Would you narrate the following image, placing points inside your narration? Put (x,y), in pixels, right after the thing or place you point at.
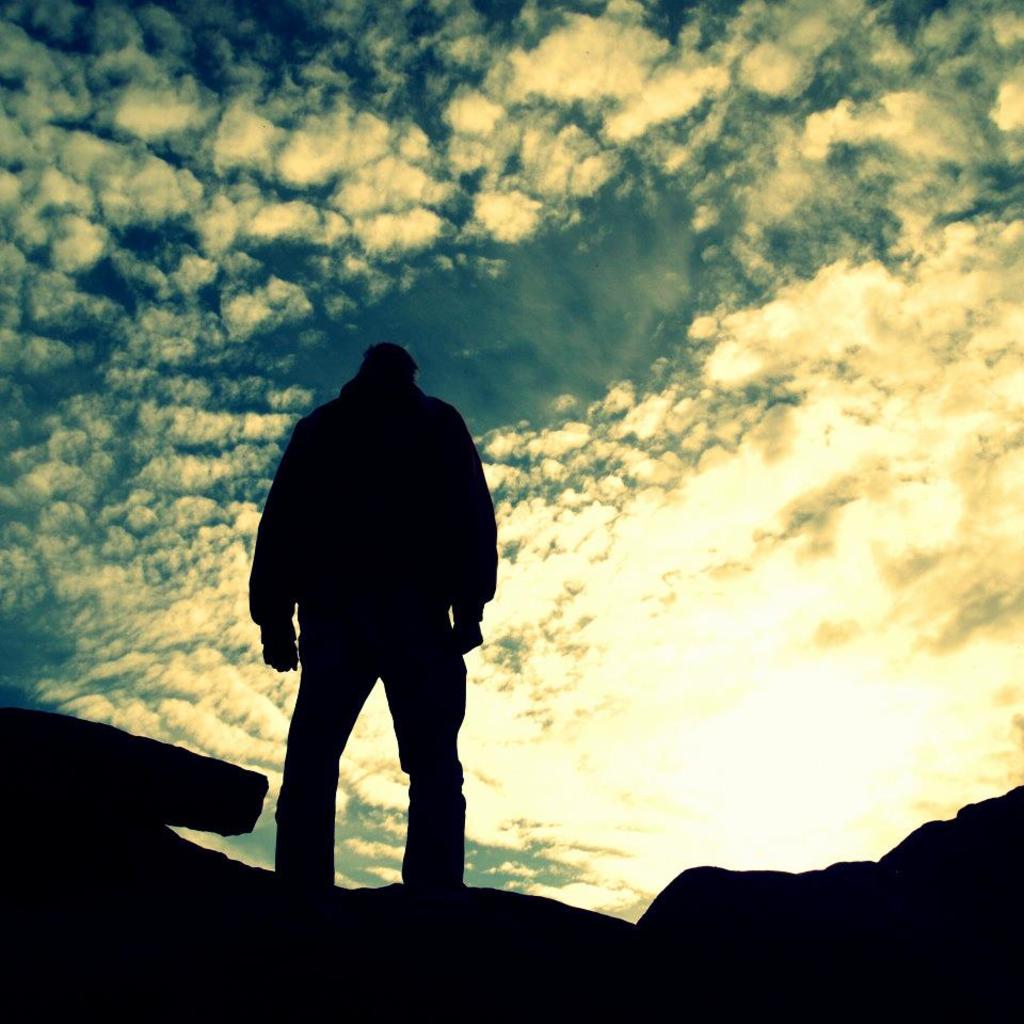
In this picture I can see a person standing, and in the background (617,302) there is the sky (793,228).
